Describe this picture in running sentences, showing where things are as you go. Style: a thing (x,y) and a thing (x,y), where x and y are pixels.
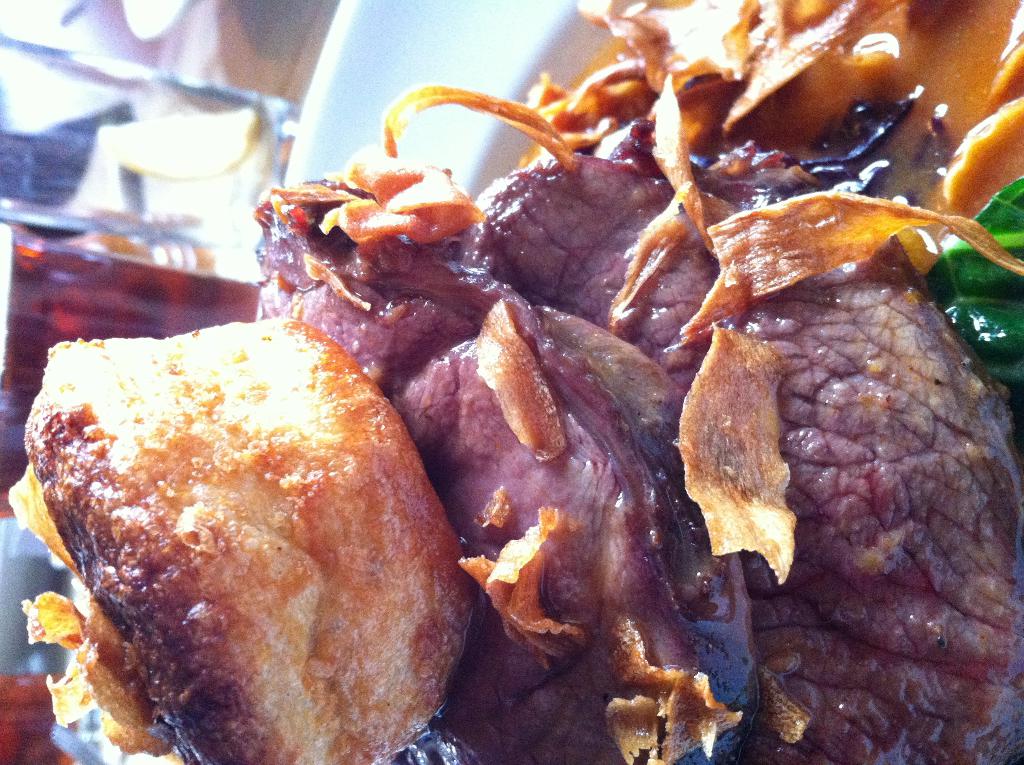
In this image we can see a plate (395,72) containing meat (660,337) and some food (459,583).
